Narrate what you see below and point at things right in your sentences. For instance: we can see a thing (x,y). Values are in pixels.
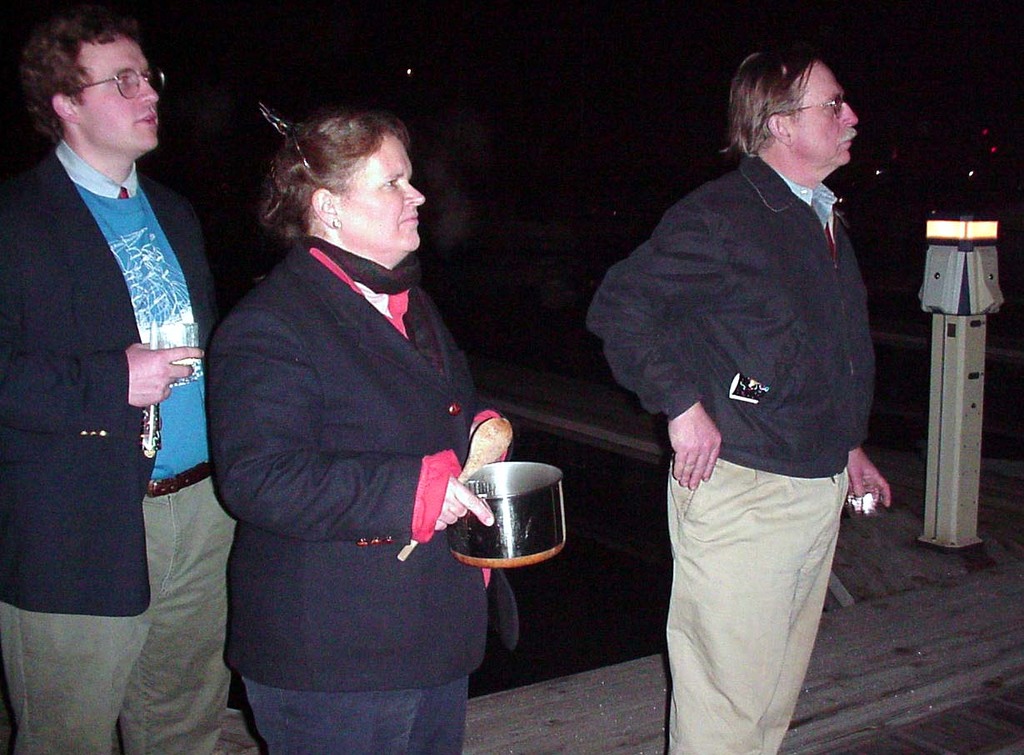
This is an image clicked in the dark. Here I can see two men (783,658) and a woman (347,548) are wearing jackets (237,387) and standing facing towards the right side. The woman (363,490) is holding a bowl (474,545) in the hands (448,488) and men (80,390) are holding glasses (163,341). On the right side (965,402), I can see a pole (945,495). The background (602,123) is in black color.
